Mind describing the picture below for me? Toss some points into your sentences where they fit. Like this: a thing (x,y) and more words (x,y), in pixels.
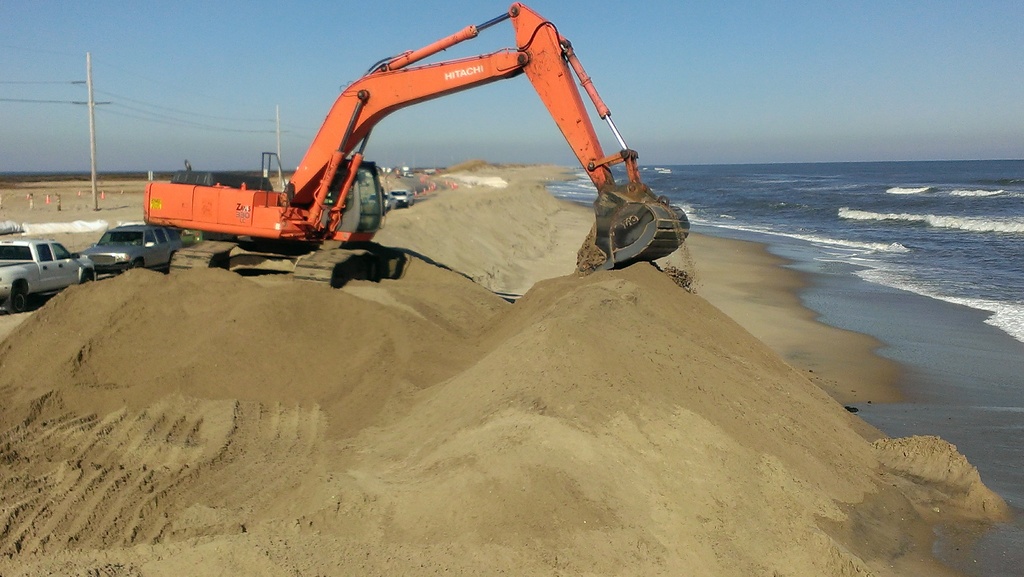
In the center of the image (604,207) there is a crane (614,190) and cars (3,288). On the right (858,248) there is a sea (919,241). At the bottom (651,421) there is sand (231,386). In the background (78,136) there are poles (89,69), wires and sky (318,63).
